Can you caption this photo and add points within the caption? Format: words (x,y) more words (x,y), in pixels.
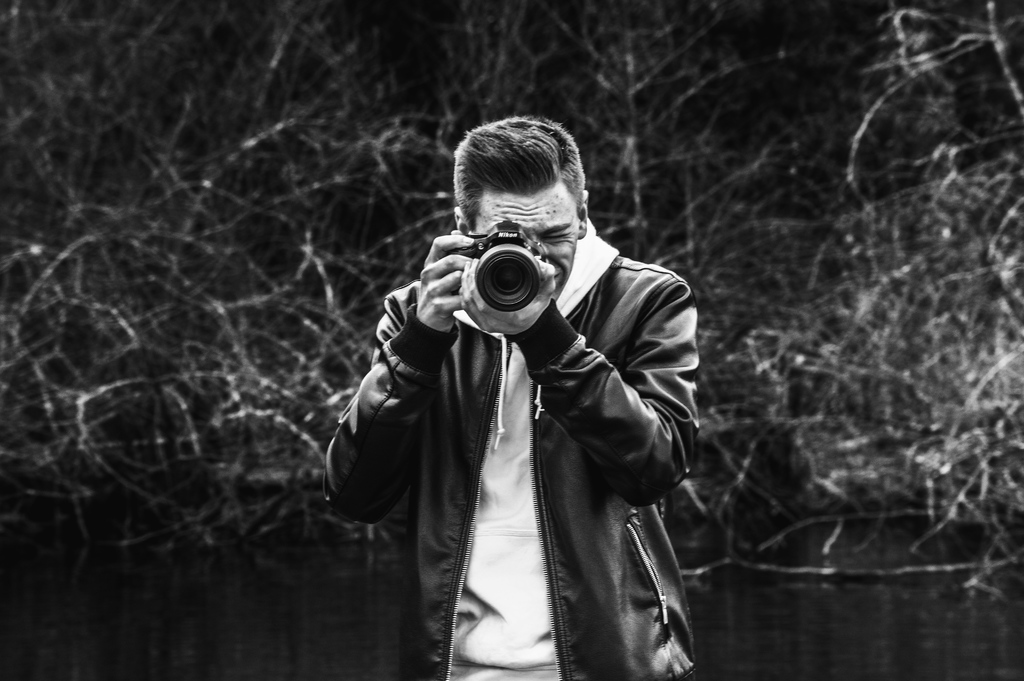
Here we can see a person (427,669) capturing something with his camera (499,300) and behind him we can see plants (108,281).
